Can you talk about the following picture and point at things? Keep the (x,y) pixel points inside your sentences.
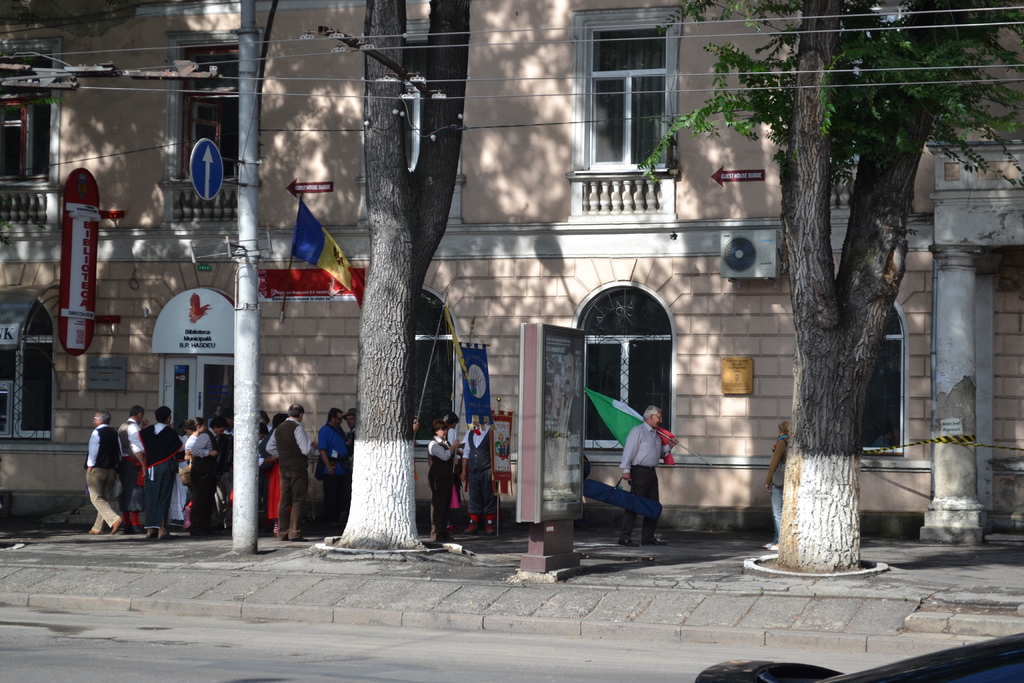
In this image I can see the road (208,630), the side walk (274,578), a board (571,336), few trees (358,461), a metal pole (246,347) to which few sign boards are attached and few persons (261,468) standing on the side walk (669,534). I can see a person (635,440) is standing and holding a flag (623,427) in his hands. In the background (609,381) I can see the building (548,272), few boards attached to the building (524,225) and few windows (591,132) of the building (305,125).
